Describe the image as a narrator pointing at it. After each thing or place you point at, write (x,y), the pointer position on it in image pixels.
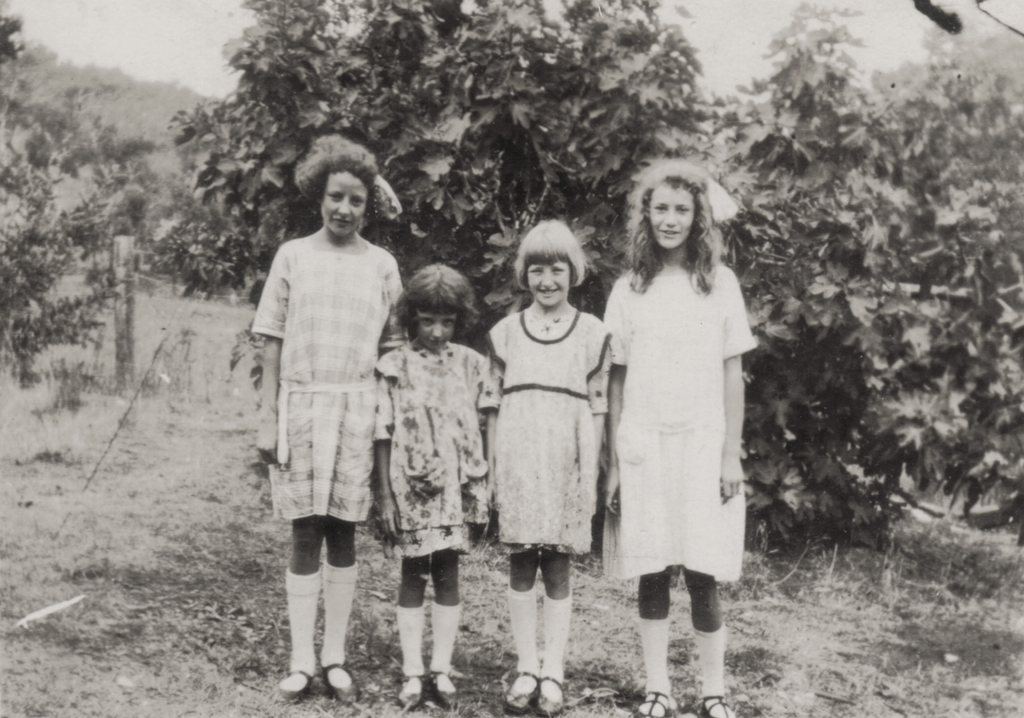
It is the black and white image in which there are four kids (462,383) standing on the ground (508,644) one beside the other. In the background (386,95) there are trees (715,140). On the ground (209,592) there is grass (191,585) and sand (117,676).
